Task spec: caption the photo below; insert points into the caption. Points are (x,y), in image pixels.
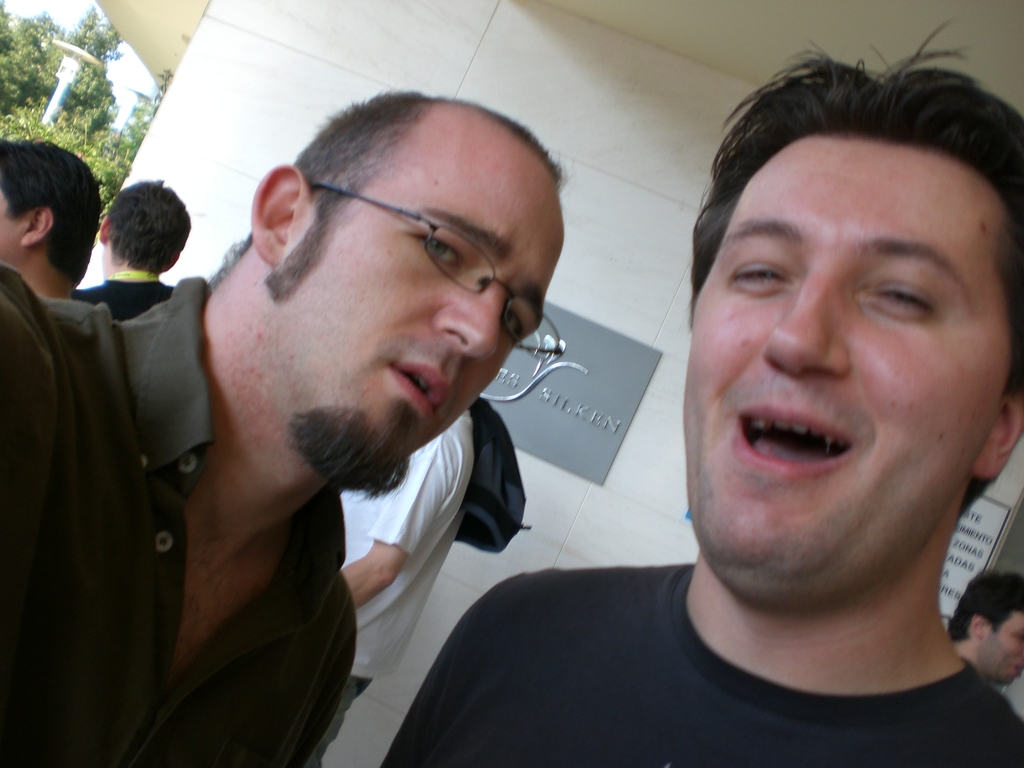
In this image I can see two men (339,665) are looking at the picture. The man (777,474) who is on the right side (778,493) is smiling. In the background (122,291) I can see some more people (436,485) and a wall (620,242). On the top left side of the image (17,68) I can see the tree (38,84).
